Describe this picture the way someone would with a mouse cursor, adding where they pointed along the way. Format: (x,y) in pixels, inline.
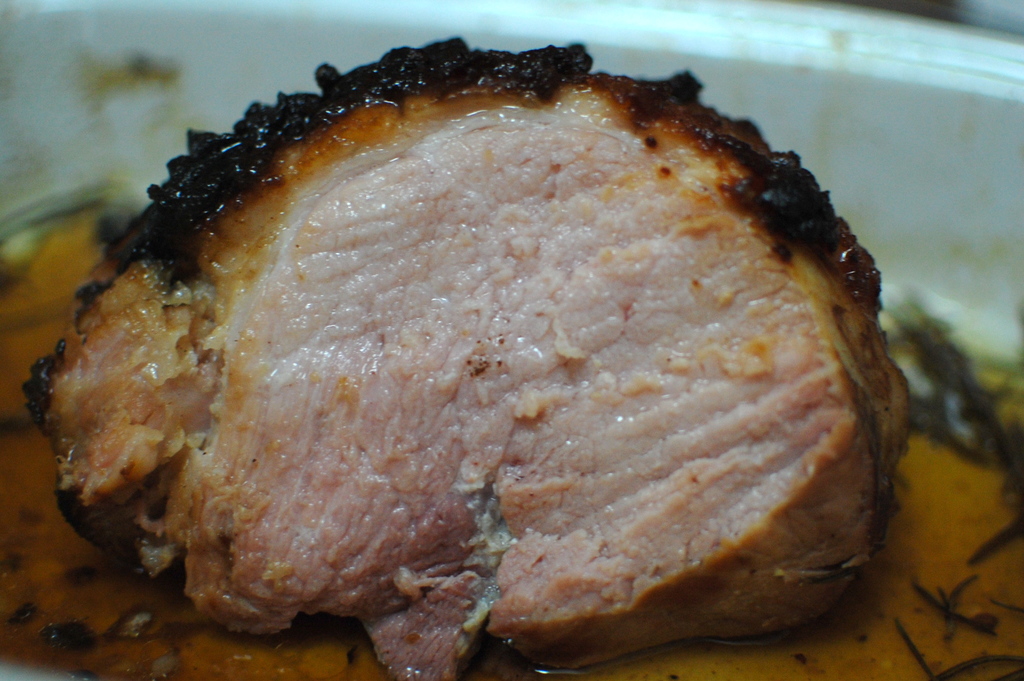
In the picture we can see a bowl (21,87) with a slice of meat (354,462) which is fried with a soup (859,620).
